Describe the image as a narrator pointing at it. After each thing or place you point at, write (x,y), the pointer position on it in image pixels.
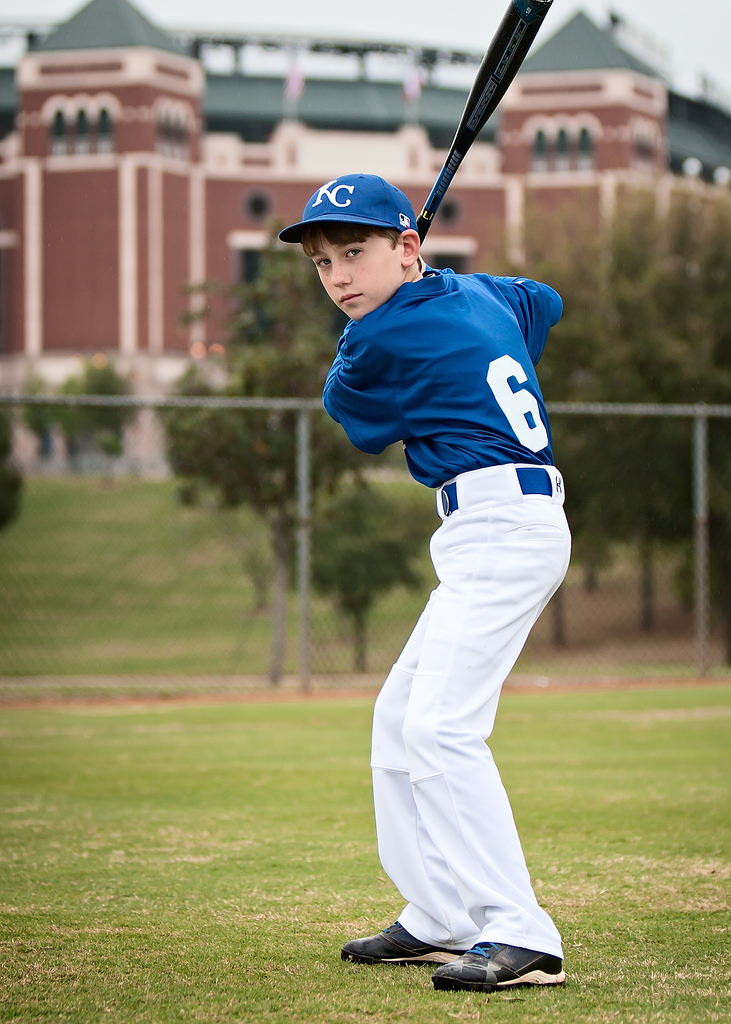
In this image we can see a boy (471,395) wearing dress (468,381) and cap (363,212) is holding a baseball bat (528,32) in his hand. In the background (613,486), we can see a fence (396,514), a group of trees (605,493), building (538,110) and the sky (687,45).
